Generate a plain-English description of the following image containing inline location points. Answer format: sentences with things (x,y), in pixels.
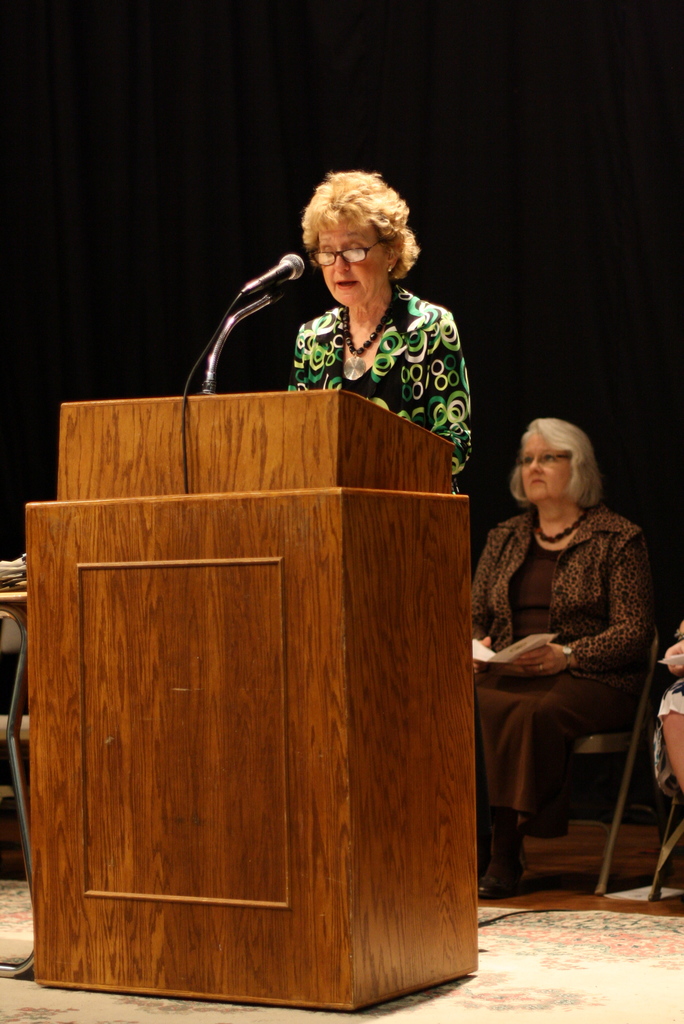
In this image we can see a lady person (411,410) wearing green color dress (411,386) standing behind the wooden podium (177,624) on which there is a microphone (270,282) and in the background of the image (578,600) there are some group of persons (598,539) sitting on the chairs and there is black color sheet (279,222).
